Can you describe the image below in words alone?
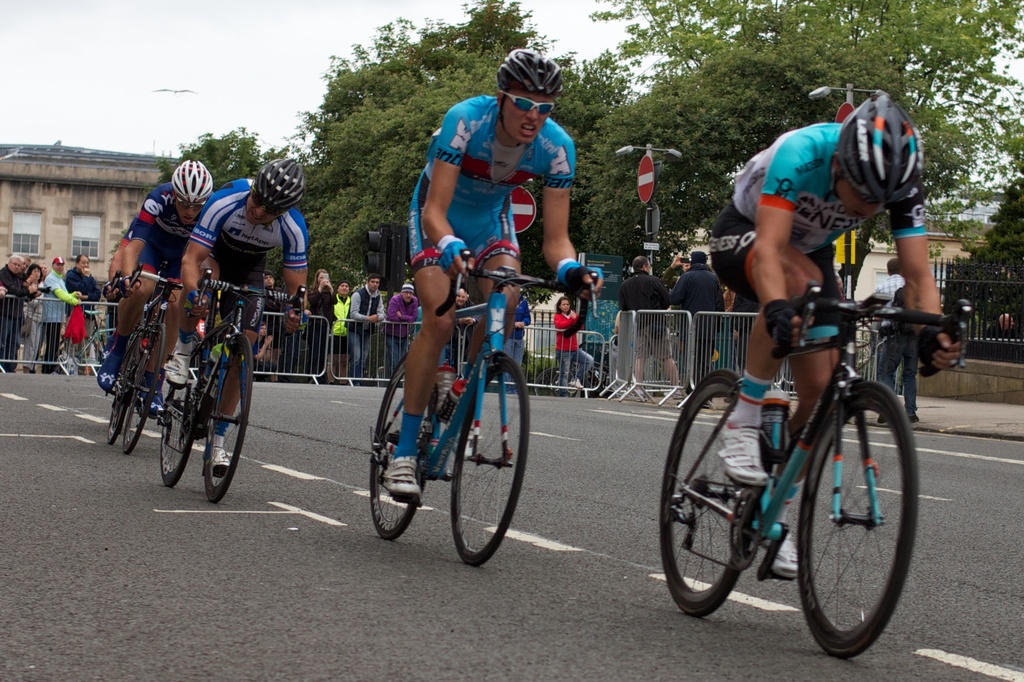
In this picture we can see some persons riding on bicycles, they are wearing helmets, here we can see a fence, trees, building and we can see sky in the background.
